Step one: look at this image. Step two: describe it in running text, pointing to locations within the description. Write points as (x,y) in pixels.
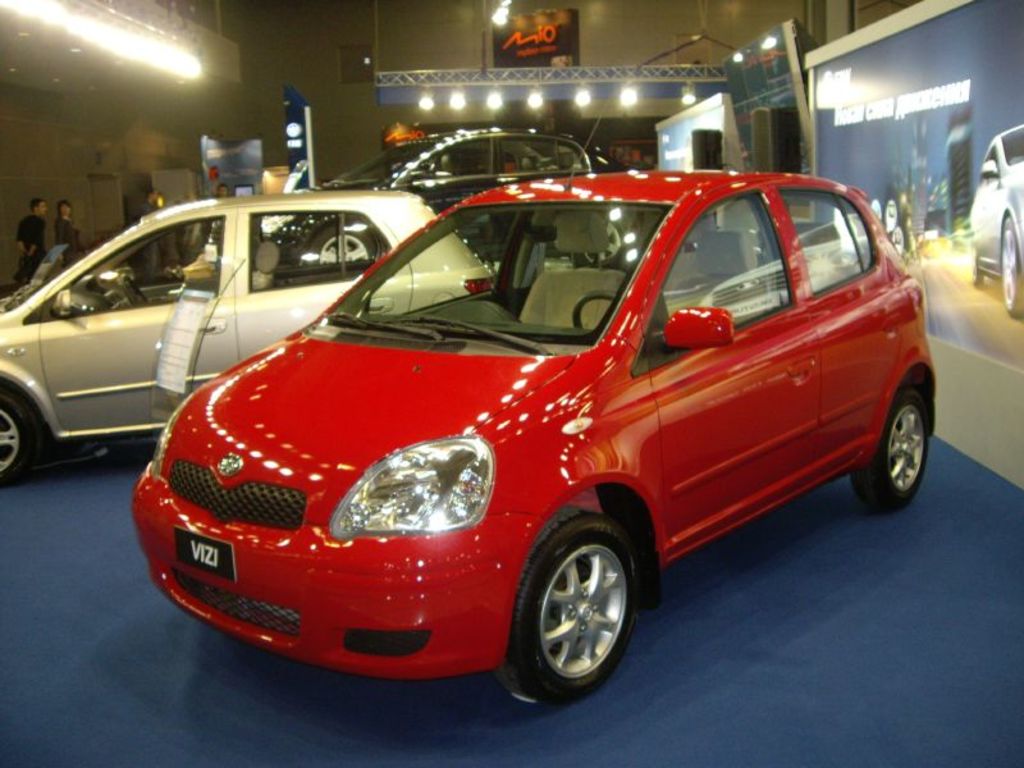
The picture is taken in a showroom (115,162). In the foreground of the picture (321,320) there are cars (414,256). On the right (914,215) there are hoardings (871,132) and speakers (776,121). In the center of the background (452,101) there are lights (493,93). On the left (51,20) there are people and the lights (134,58).
